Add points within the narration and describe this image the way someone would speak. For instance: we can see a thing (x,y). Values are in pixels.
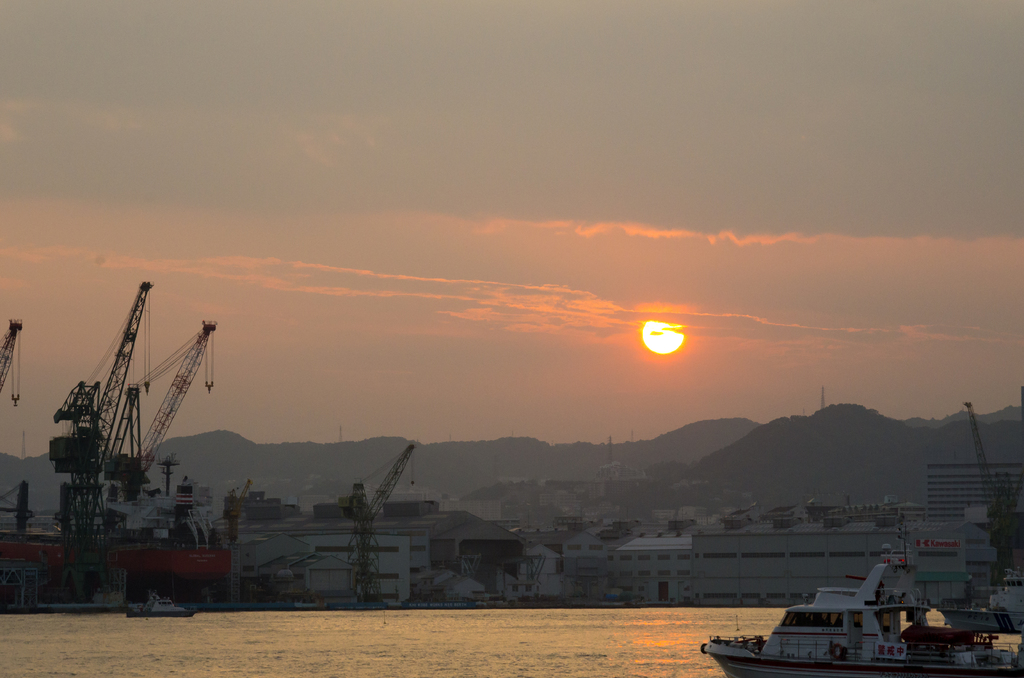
In this image there are few ships (172,540) in the water (657,652), few cranes (167,402), towers (607,444), few buildings (654,575), mountains (615,461), the sun (659,346) and the sky (613,391).
